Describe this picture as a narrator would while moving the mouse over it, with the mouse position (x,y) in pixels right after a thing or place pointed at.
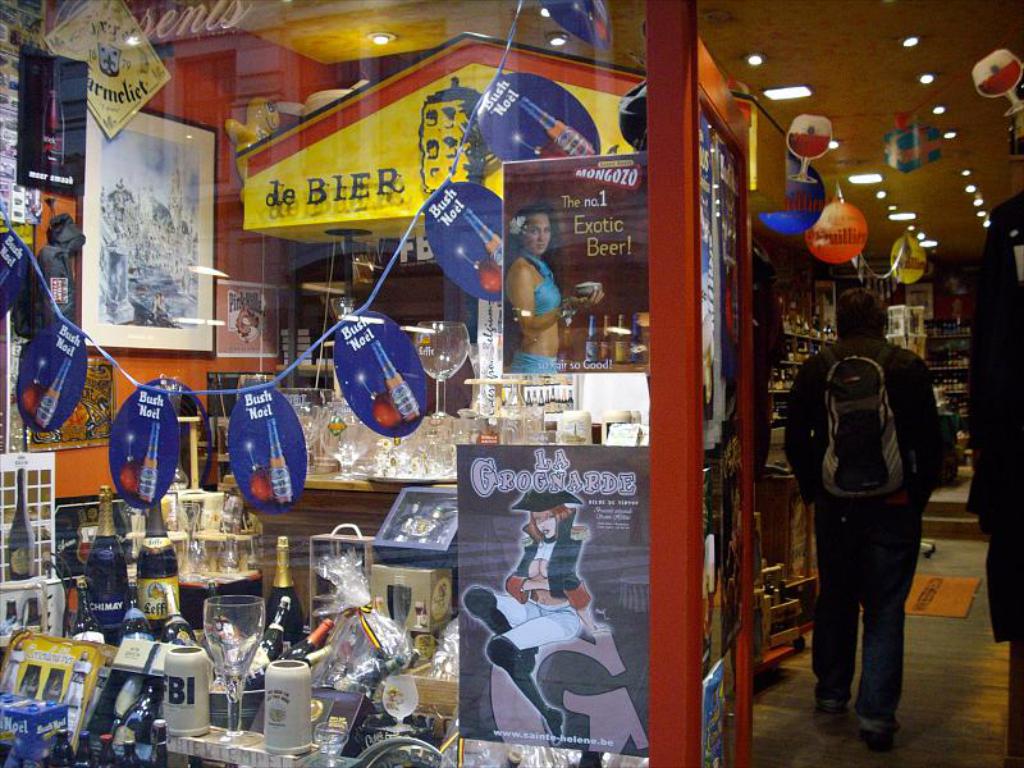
A person (835,646) is walking at the right (846,653) wearing a bag (859,417). There is a store (494,501) at the left (316,718) in which there are beer bottles (277,570), glasses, boxes (383,581) and photo frame (165,175) at the left wall (138,223) and there are photographs (586,337). There are shelves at the back (806,325).
